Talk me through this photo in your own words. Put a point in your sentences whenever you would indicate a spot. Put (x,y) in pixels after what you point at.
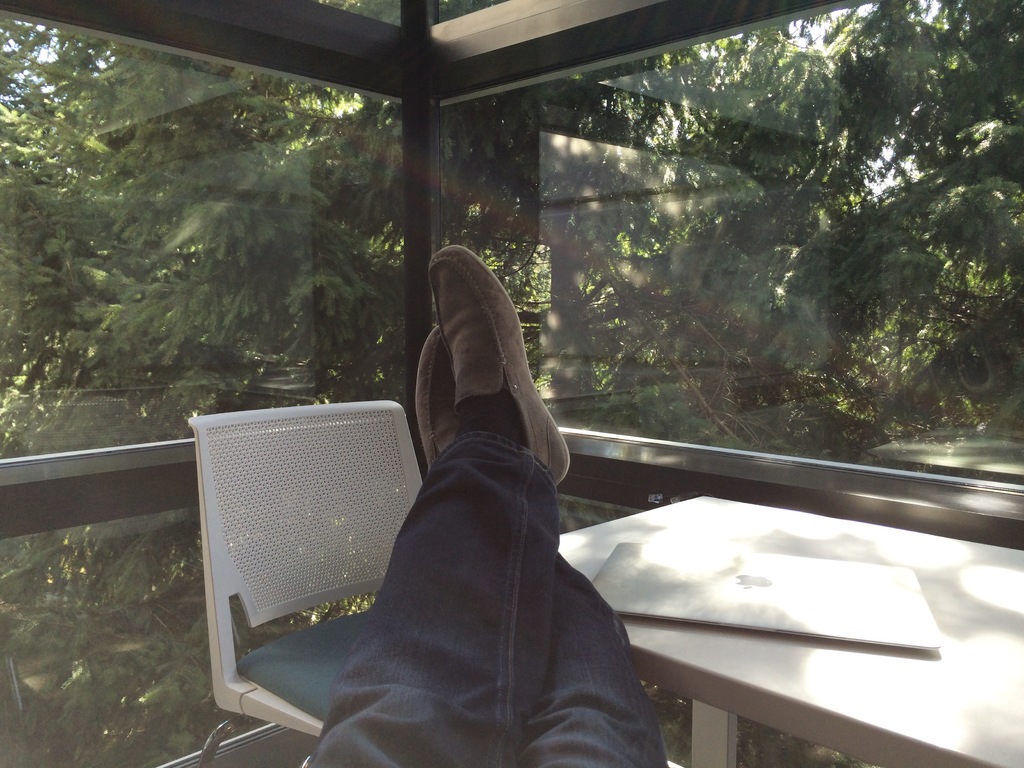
In this image we can see person's legs (517,578) and a laptop (762,584) on the table (930,703) and there is a chair (277,579) beside the table (933,611) and there are glass windows (467,157), through the windows (281,240) we can see few trees (360,232).
